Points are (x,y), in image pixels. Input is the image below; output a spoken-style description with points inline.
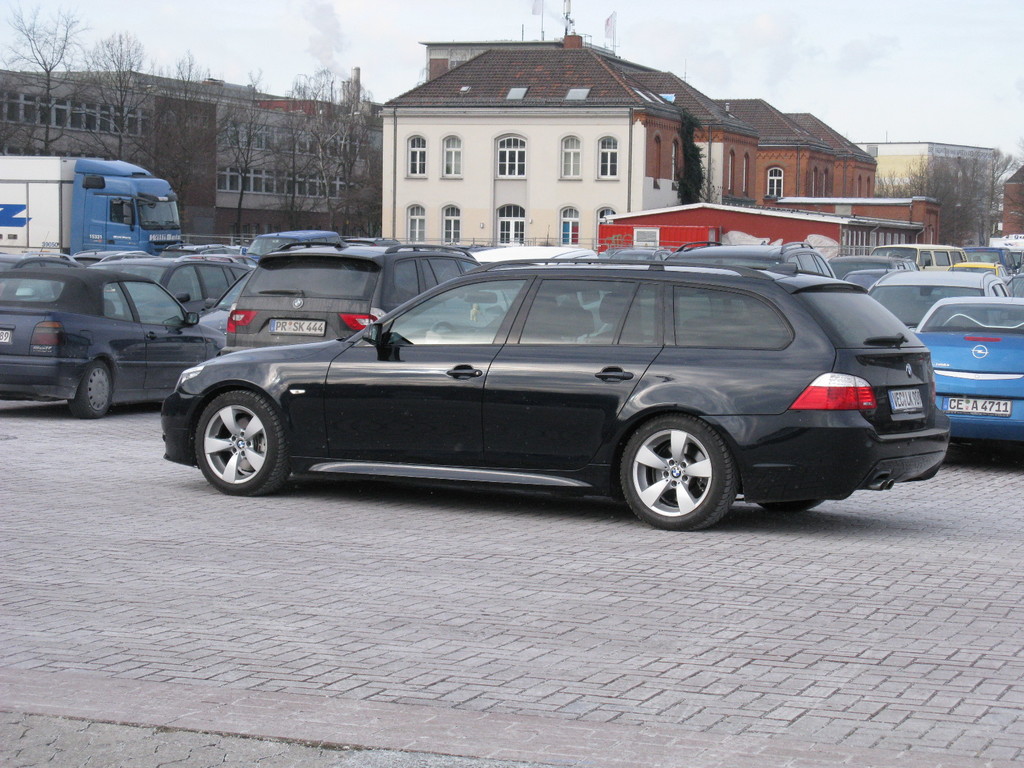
There are cars (117,349) in the foreground area of the image (441,287) and houses (552,140), trees (293,141) and sky (816,36) in the background area (698,119).
